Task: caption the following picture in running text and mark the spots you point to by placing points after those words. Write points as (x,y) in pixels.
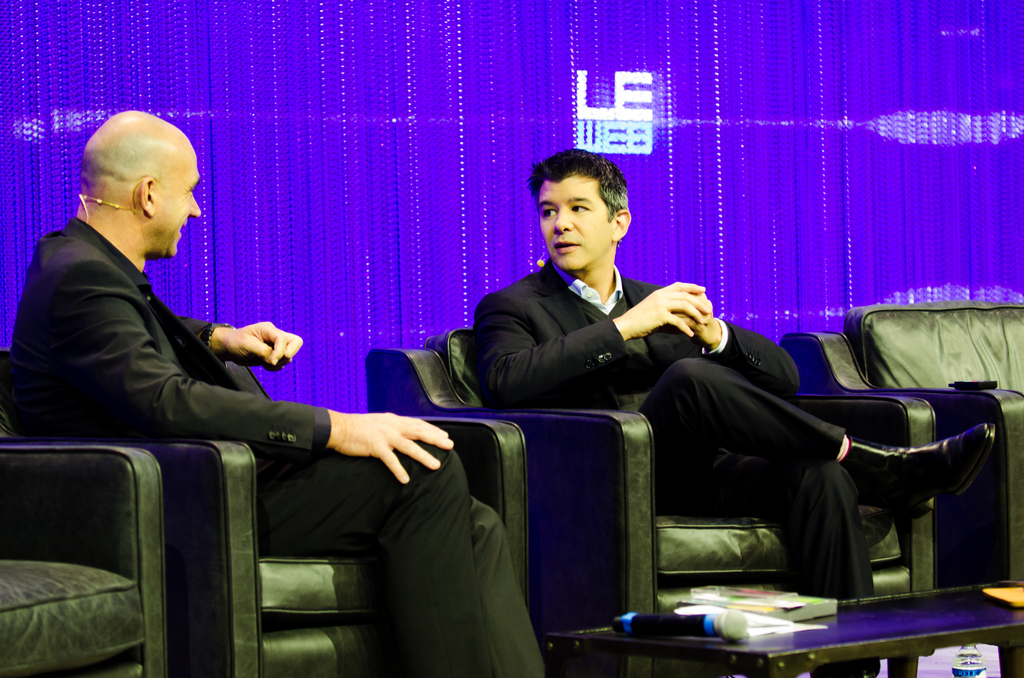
In this image I can see two men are sitting. Here on this table (756,669) I can see a mic (639,633) and under it I can see a bottle (976,664).
